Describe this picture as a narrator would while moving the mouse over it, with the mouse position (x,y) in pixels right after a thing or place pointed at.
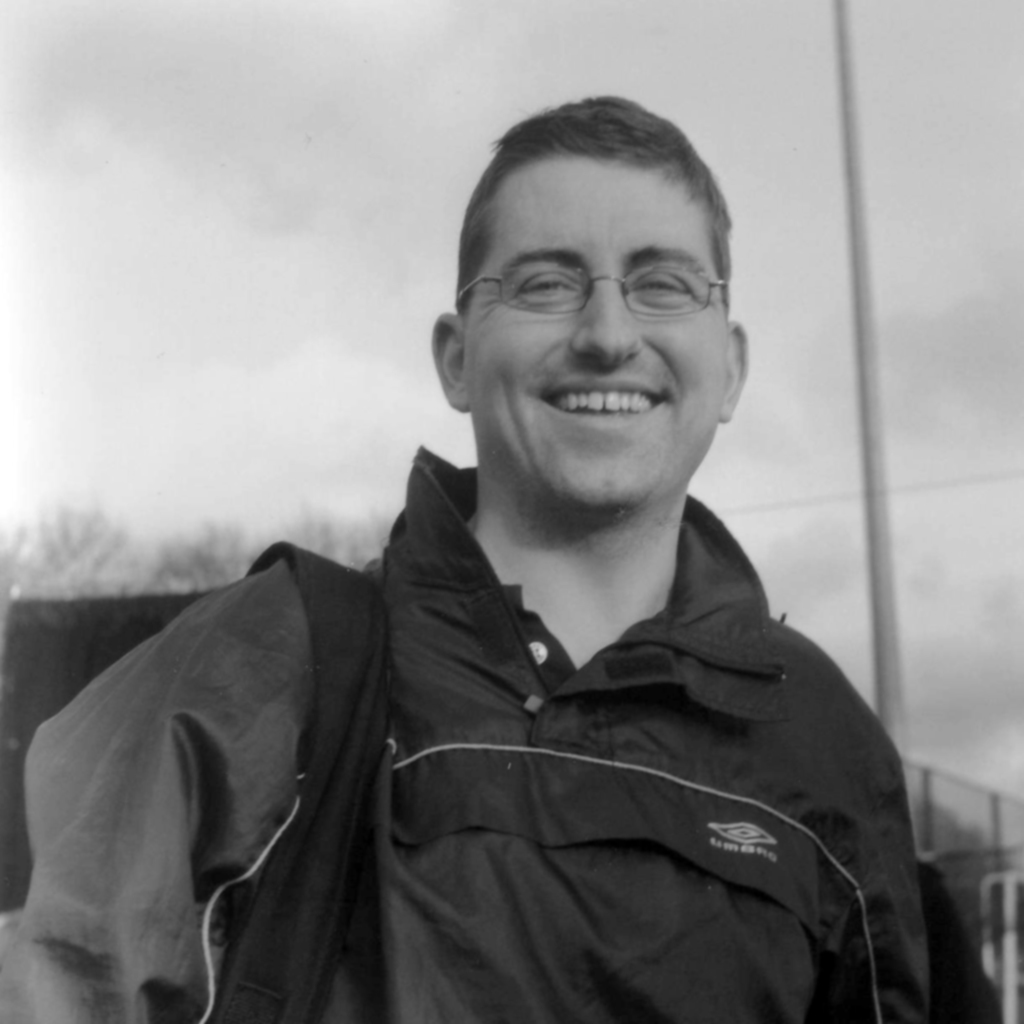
In the foreground of this black and white image, there is a man (680,911) seems like wearing a bag (325,796). In the background (883,586), there is a pole (857,301) on the right (885,602), few trees (309,538) and the sky (220,240).
